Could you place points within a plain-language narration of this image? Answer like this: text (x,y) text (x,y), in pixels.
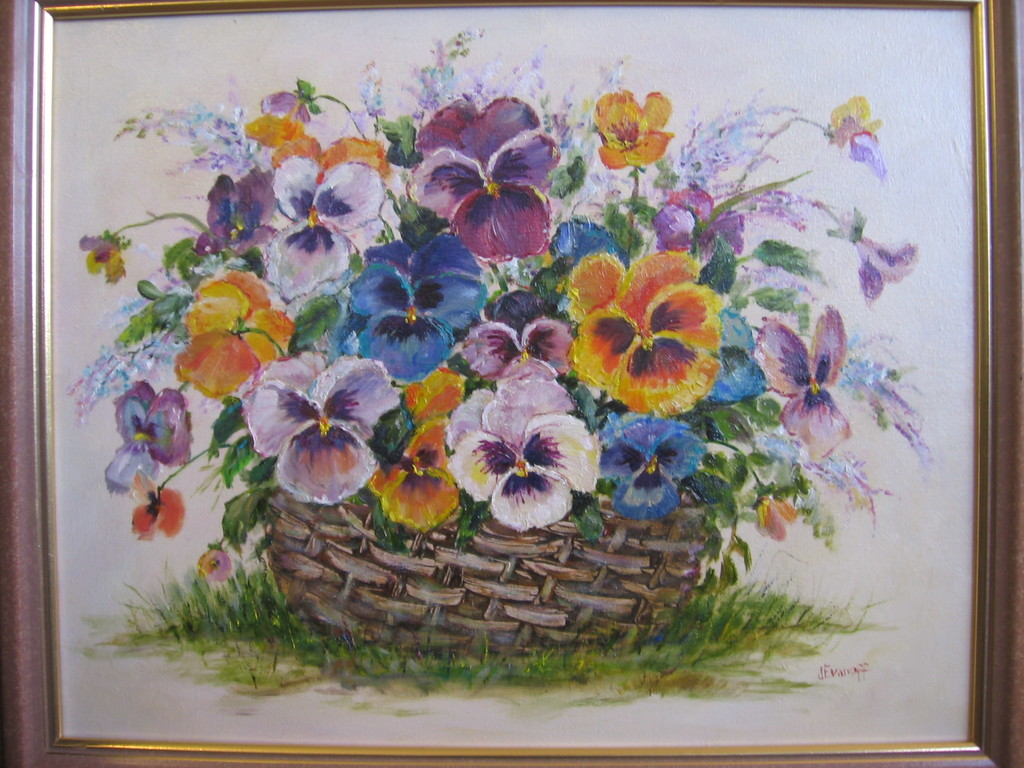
This is a frame (1022,695) with some painting (544,346). In this image we can see flowers (542,303), grass (266,659) and other objects (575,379). The background of the image (913,714) is white.
